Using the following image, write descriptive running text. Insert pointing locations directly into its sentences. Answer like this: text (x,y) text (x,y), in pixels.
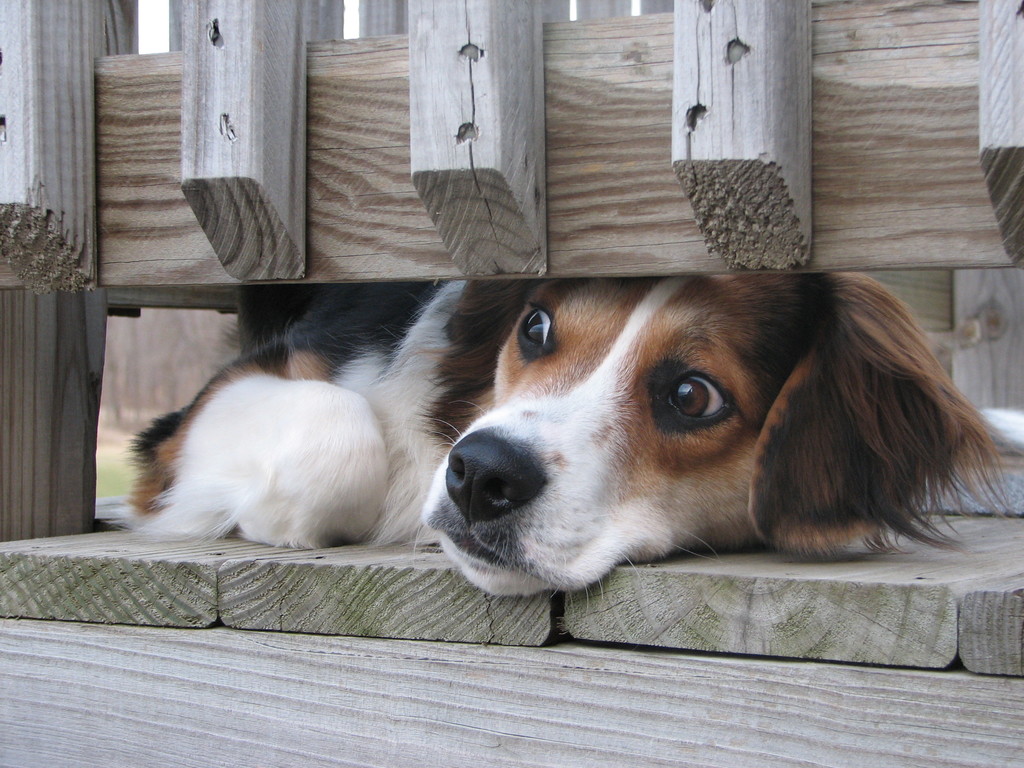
In this image there is a dog (741,477) lying on a wooden surface (827,563). In the foreground (589,150), at the top (363,71) there is a wooden railing (565,95).
